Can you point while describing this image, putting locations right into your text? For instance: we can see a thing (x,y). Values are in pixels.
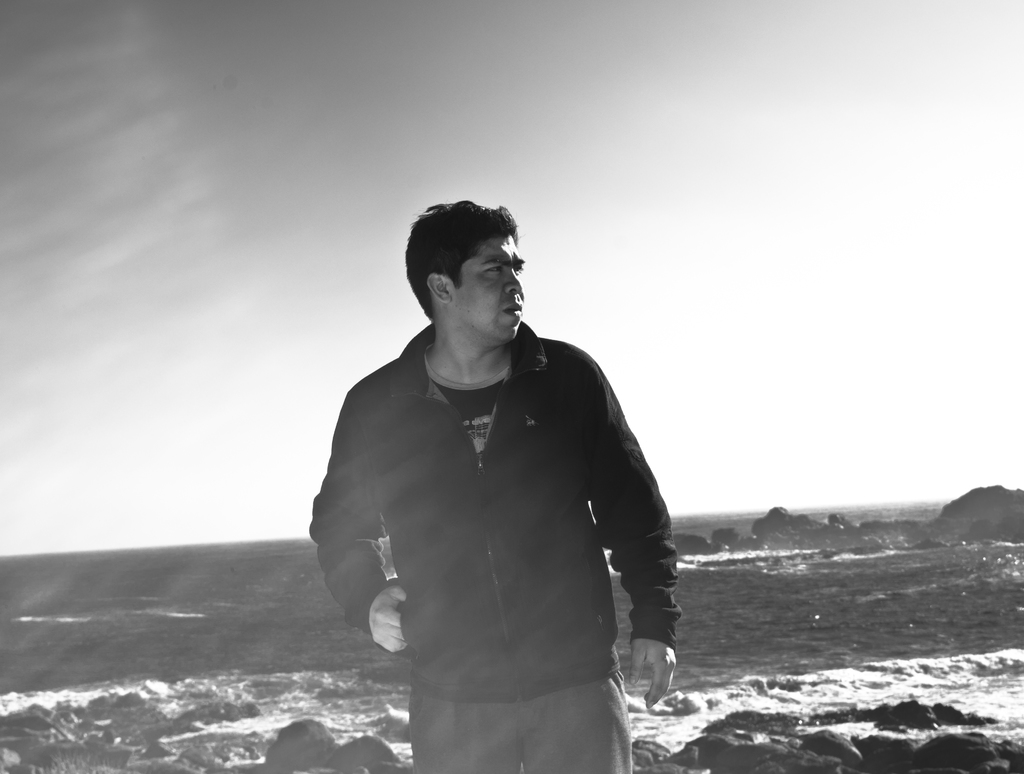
In this image we can see a man (404,474) standing on the ground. We can see sky (342,160) with clouds (244,255), rocks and water (302,612) in the background (240,576).
